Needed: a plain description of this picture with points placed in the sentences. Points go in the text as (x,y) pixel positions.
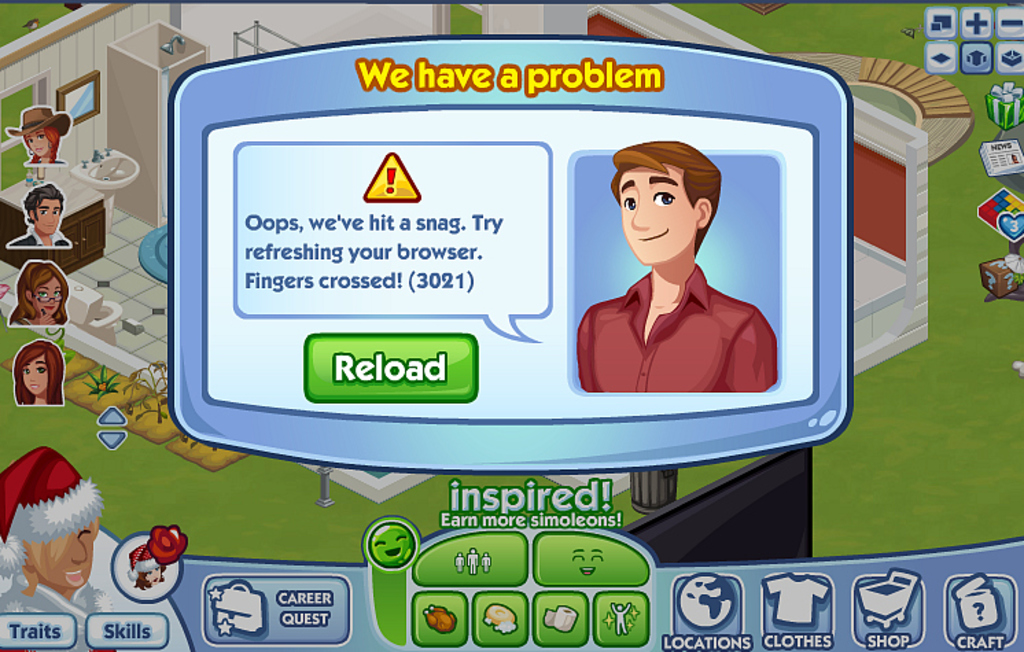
In this images we can see cartoon persons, notification box (466,329), grass (238,495) on the ground (292,469), shower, sink (92,175), mirror (76,97) on the wall (101,117) and on the right side (880,103) there are objects (946,70). At the bottom (547,586) we can see categories (228,576).
